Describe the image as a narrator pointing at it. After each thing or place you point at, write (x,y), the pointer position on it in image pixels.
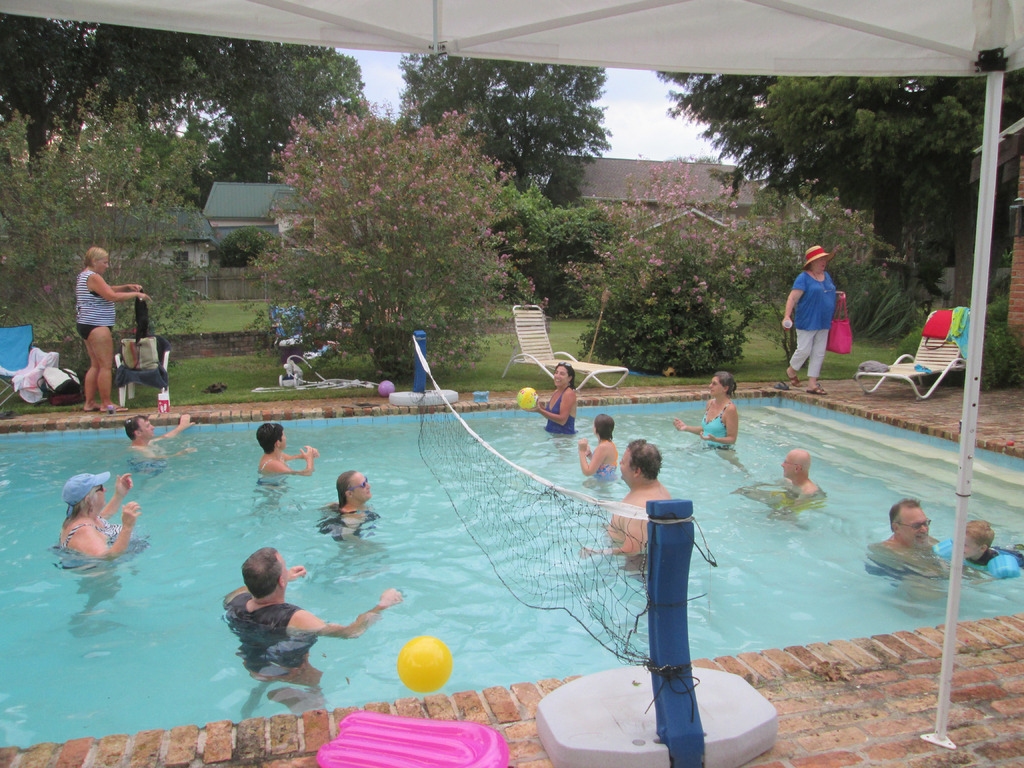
In this image there are people (784,491) in the water (418,531). There is a net (486,543) tied to the poles (660,601). There is a woman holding a ball (528,396). There is a ball (443,653) in the air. There is a balloon (404,737) on the floor (802,697) having a pole (999,105). There are chairs (908,381) on the floor (898,395). There is a ball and few objects (371,387) on the grassland (267,369) having plants (483,304). Background (194,215) there are houses (685,210) and trees (575,186). Behind there is sky (658,138). Top of the image (965,29) there is a tent (889,63).
